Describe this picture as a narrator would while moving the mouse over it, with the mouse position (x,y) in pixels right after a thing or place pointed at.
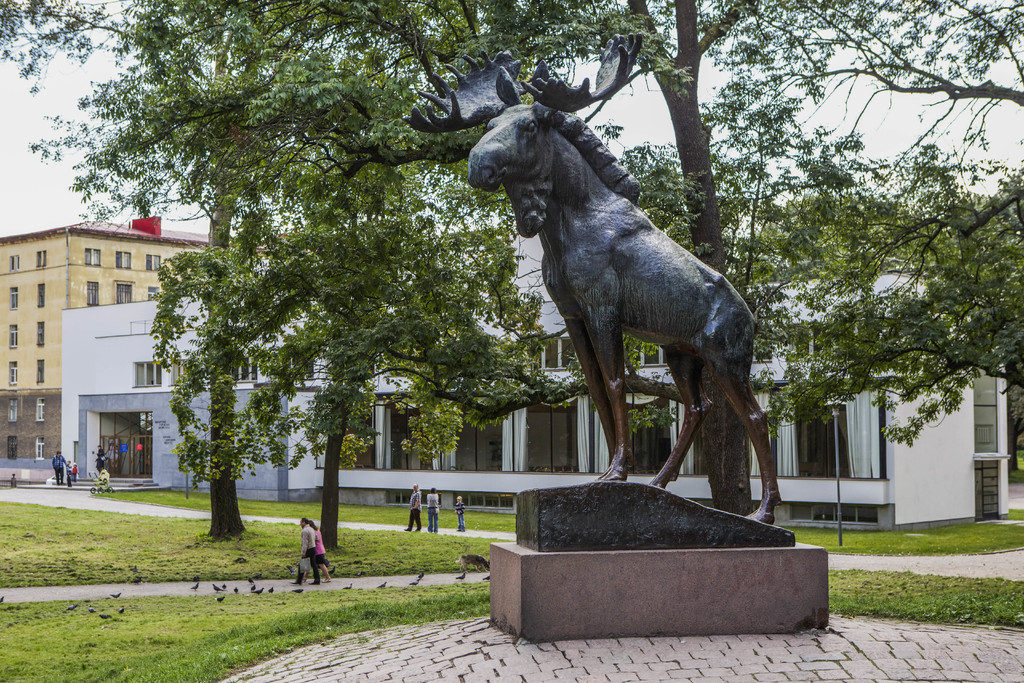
In this image we can see the statue (565,278) of an animal (565,278) on a platform (536,613). In the background (362,310) we can see few persons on the road (240,590), birds (215,586), grass (267,626) on the ground (273,532), trees (270,418), buildings (22,361), windows (492,427), curtains (527,463), pole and the sky (829,113).
